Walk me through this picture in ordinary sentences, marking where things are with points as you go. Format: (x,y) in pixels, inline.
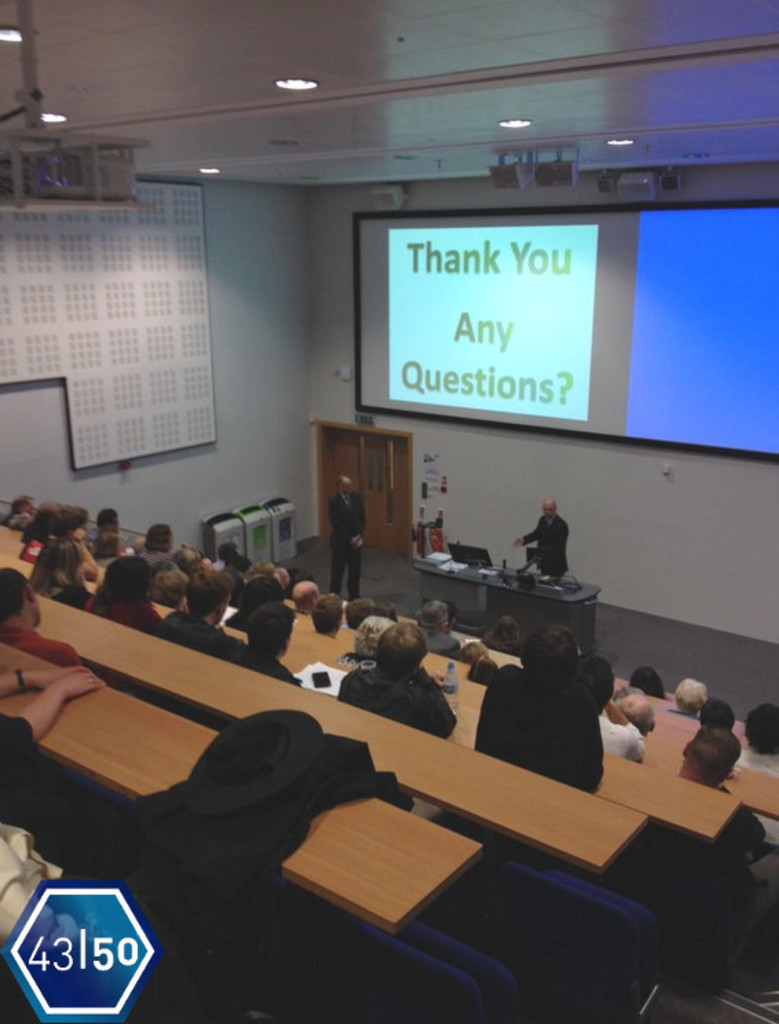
In this image we can see few persons (12,761) are sitting at the tables (111,735) and we can see a cloth (278,809), papers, water bottle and objects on the tables (395,747). In the background (36,349) we can see a board (183,346), screen (423,273) and objects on the walls (291,491), doors (398,542), two men (359,582) are standing on the floor (323,555) and there are objects (465,551) on the table (463,584) and on the floor (308,556).
